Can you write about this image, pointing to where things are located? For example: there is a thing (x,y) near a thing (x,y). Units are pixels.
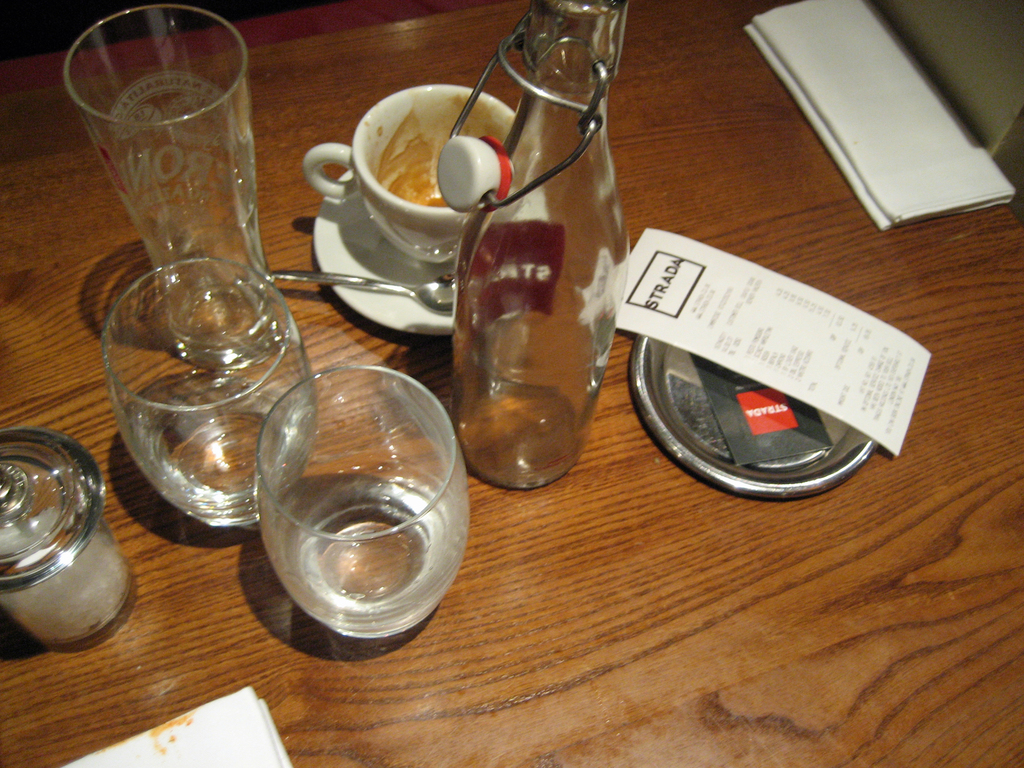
In this image there are few glasses (125,336), bottles (485,429), jar (78,641), lid (773,492) and papers (868,110) are on it. Saucer (398,309) is having a cup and a spoon (380,285) on it. On the lid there is a paper (807,355).
